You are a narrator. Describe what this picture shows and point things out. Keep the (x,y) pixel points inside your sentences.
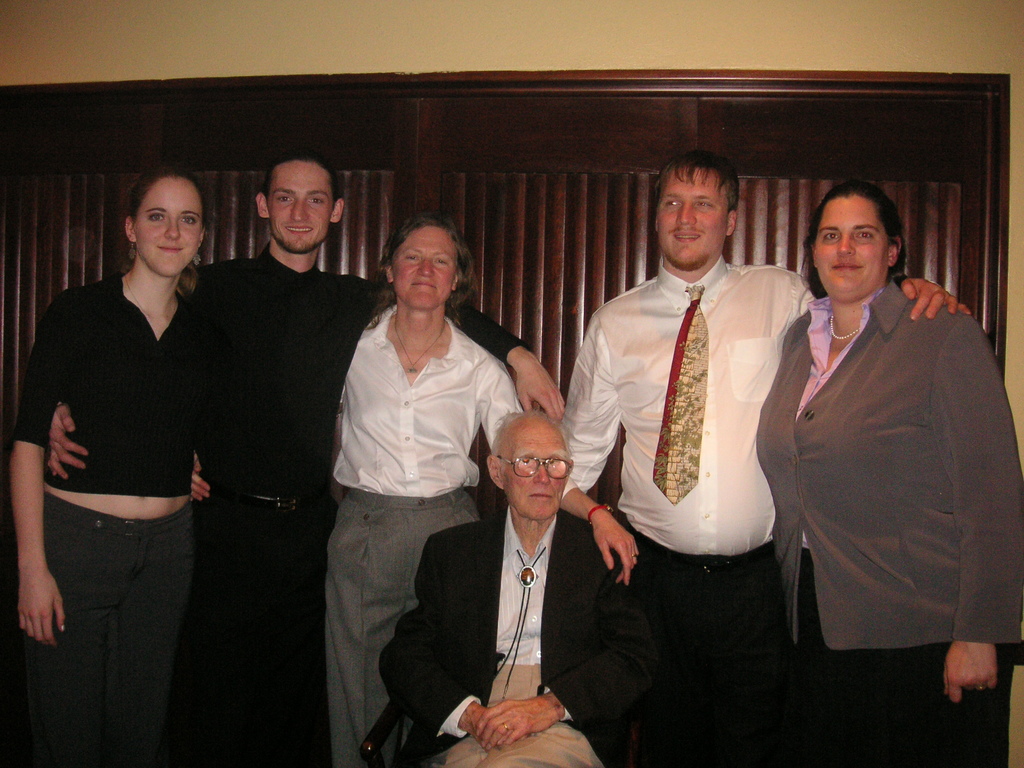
In the picture I can see a group of people (558,565), among them one man (443,572) is sitting and others (680,429) are standing on the floor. In the background (289,146) I can see a wall (463,186) and some other things (485,253).
